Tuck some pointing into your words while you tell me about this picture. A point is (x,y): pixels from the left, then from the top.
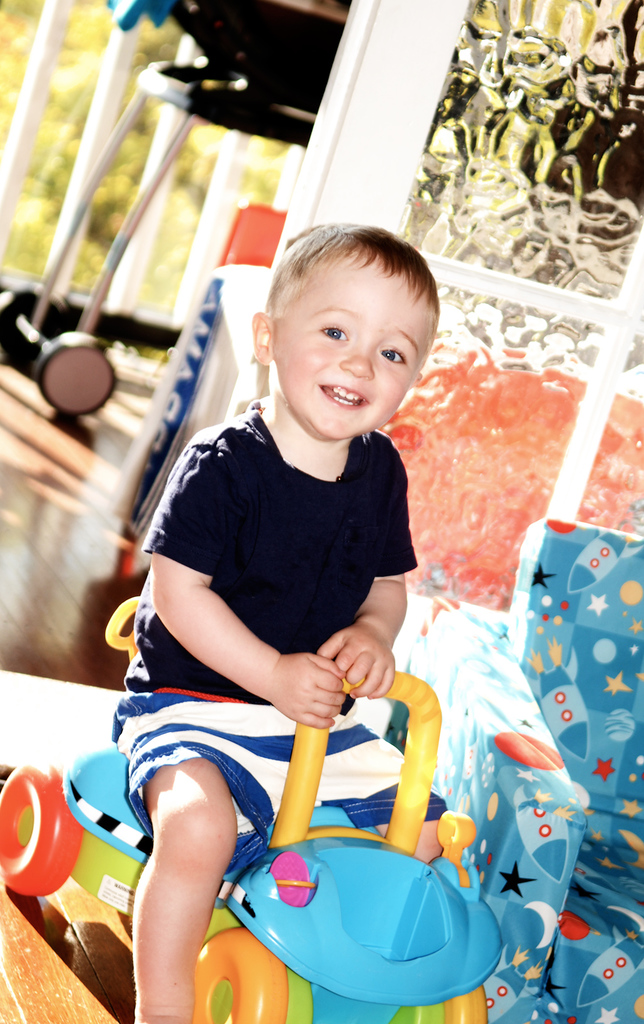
In this image we can see a child (229,709) sitting on a toy (389,858). On the right side (550,674) there is a sofa chair (575,785). In the back (476,281) there is a wall (443,194). In the background (219,88) it is looking blur.
